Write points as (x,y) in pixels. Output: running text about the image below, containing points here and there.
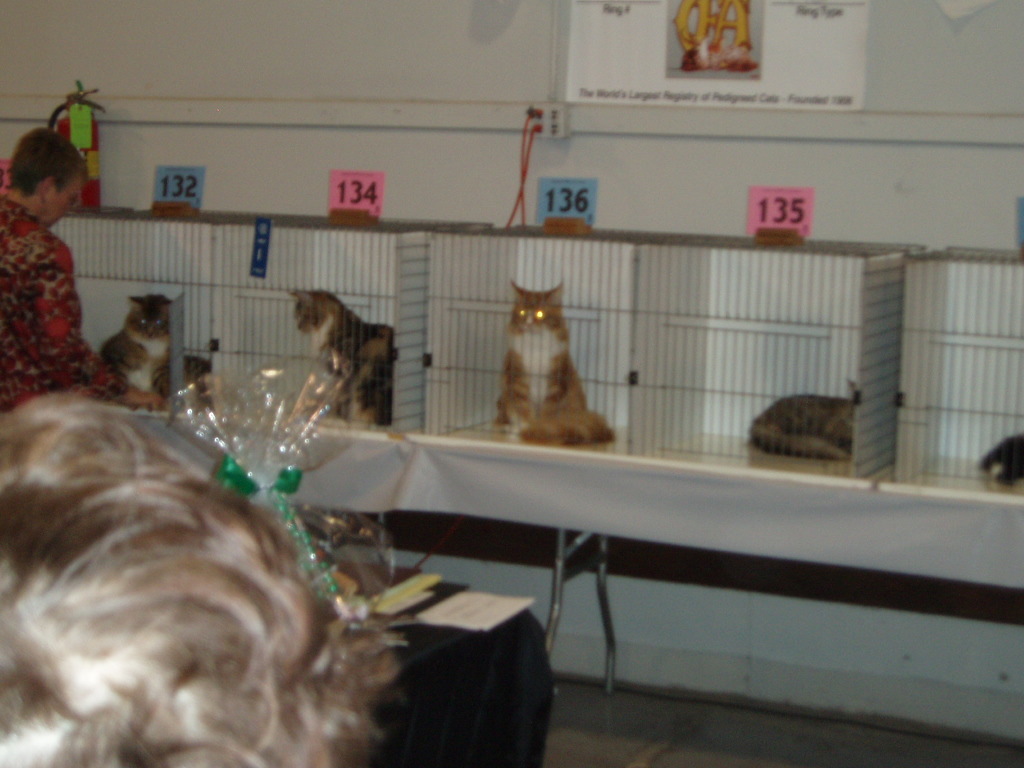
In this picture I can see a person (32,556), there are some objects (435,582) on the table (491,733), there are cats (365,351) in the cages (712,407), there are number boards (191,173) and a fire extinguisher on the cages (311,226) and wall (455,110), and in the background (831,15) there is a paper (861,56) to the wall (498,182).
